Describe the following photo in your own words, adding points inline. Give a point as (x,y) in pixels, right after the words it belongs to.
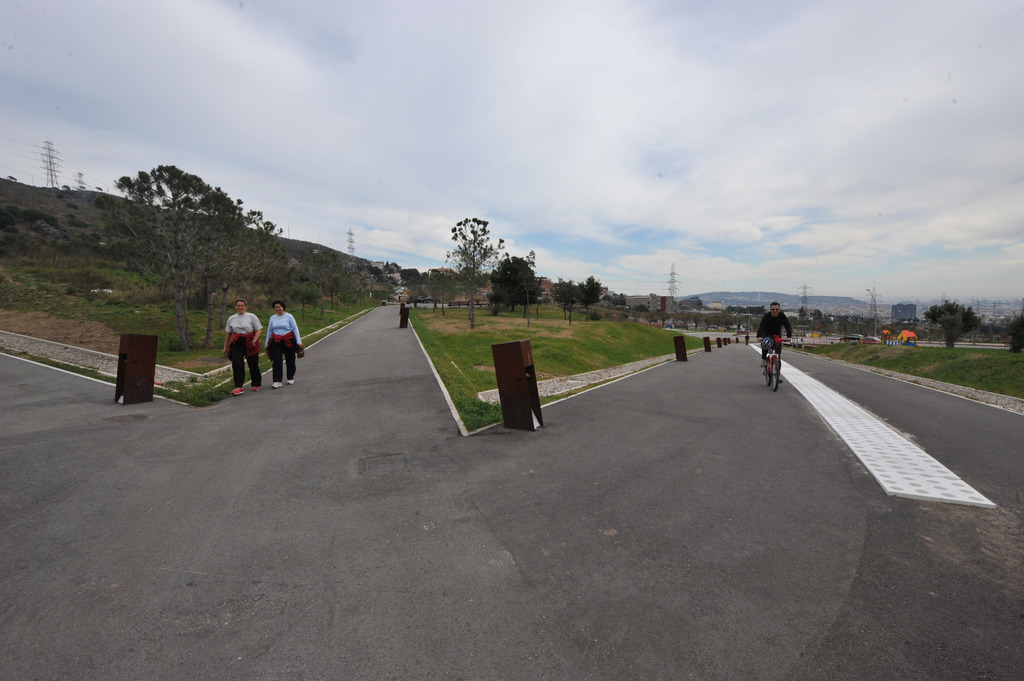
In this image we can see persons (772,331), trees (369,290), dustbins (137,370), road (703,390), towers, tents (912,335), sky (555,257) and clouds (425,107).
